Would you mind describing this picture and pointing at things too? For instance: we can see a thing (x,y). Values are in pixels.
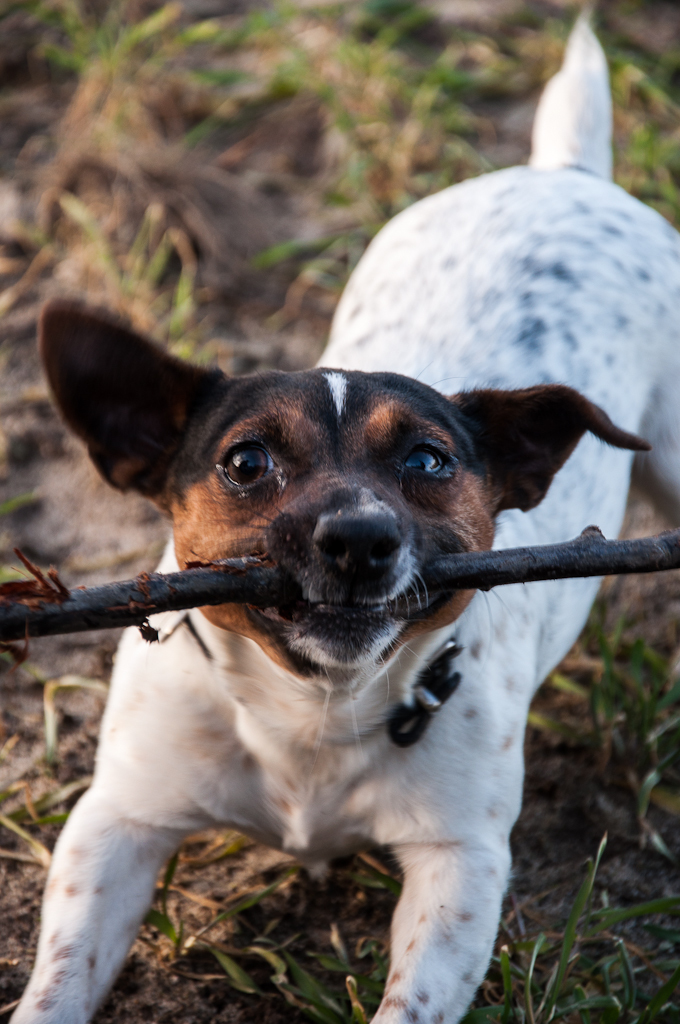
This dog (313,411) is holding a wooden stem (147,597) with mouth (351,584). Background it is blur.
